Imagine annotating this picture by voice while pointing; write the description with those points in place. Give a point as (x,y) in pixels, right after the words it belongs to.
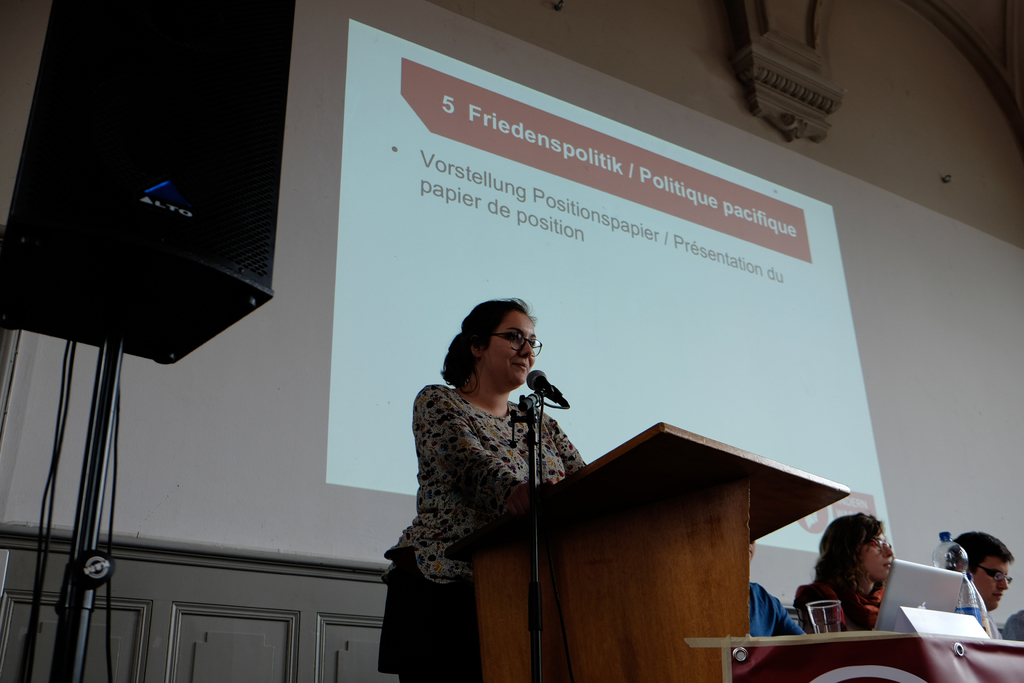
In this image we can see a woman (559,450) standing near a speaker stand (690,473) with a mic (560,407). We can also see some people (840,537) sitting beside a table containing a laptop (916,597), bottles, name board (927,624) and a glass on it. On the backside (383,480) we can see a speaker (225,291), a wall (213,398) and the projector (578,277).
